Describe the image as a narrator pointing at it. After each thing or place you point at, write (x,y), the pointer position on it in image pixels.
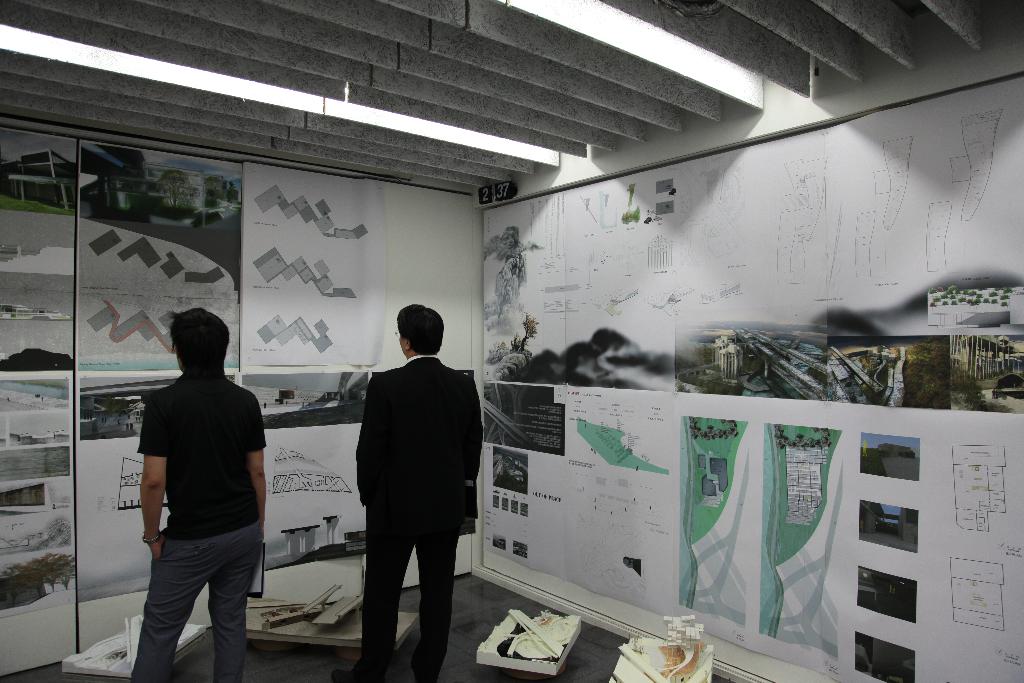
In this image, we can see people (258,428) standing and in the background (105,274), there are posters (306,301) on the wall (457,208). At the top (376,56), there is a roof (545,65) and at the bottom (335,603), we can see some objects (519,626) on the floor (482,620).
